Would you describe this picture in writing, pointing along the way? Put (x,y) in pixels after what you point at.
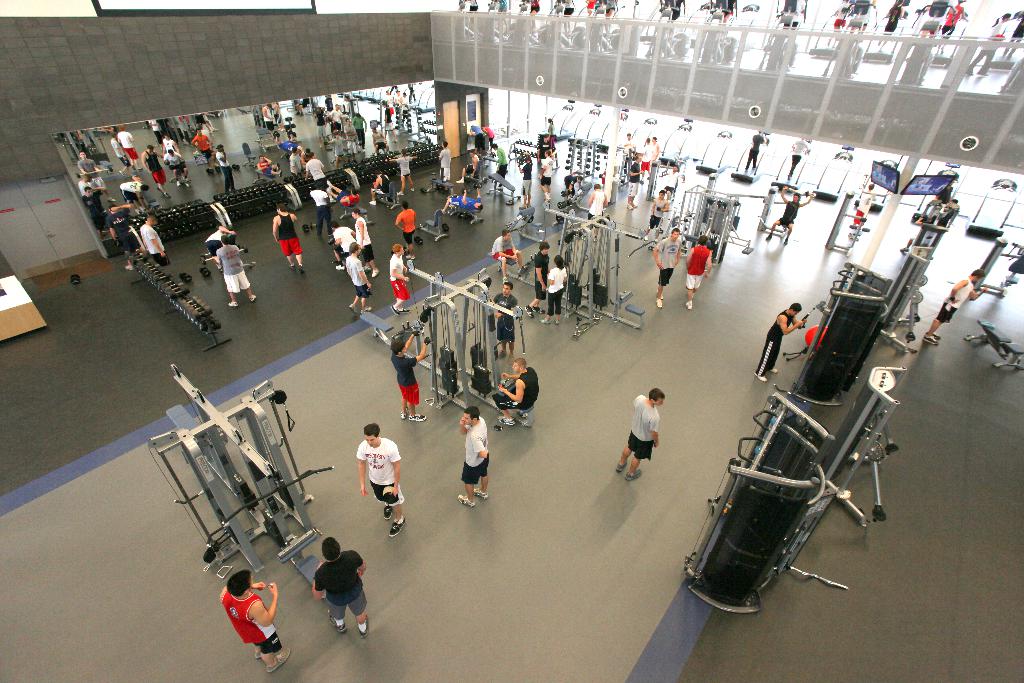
In this picture I can see it looks like a gym (751,460), a group of people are there and there is the gym equipment (468,376).
